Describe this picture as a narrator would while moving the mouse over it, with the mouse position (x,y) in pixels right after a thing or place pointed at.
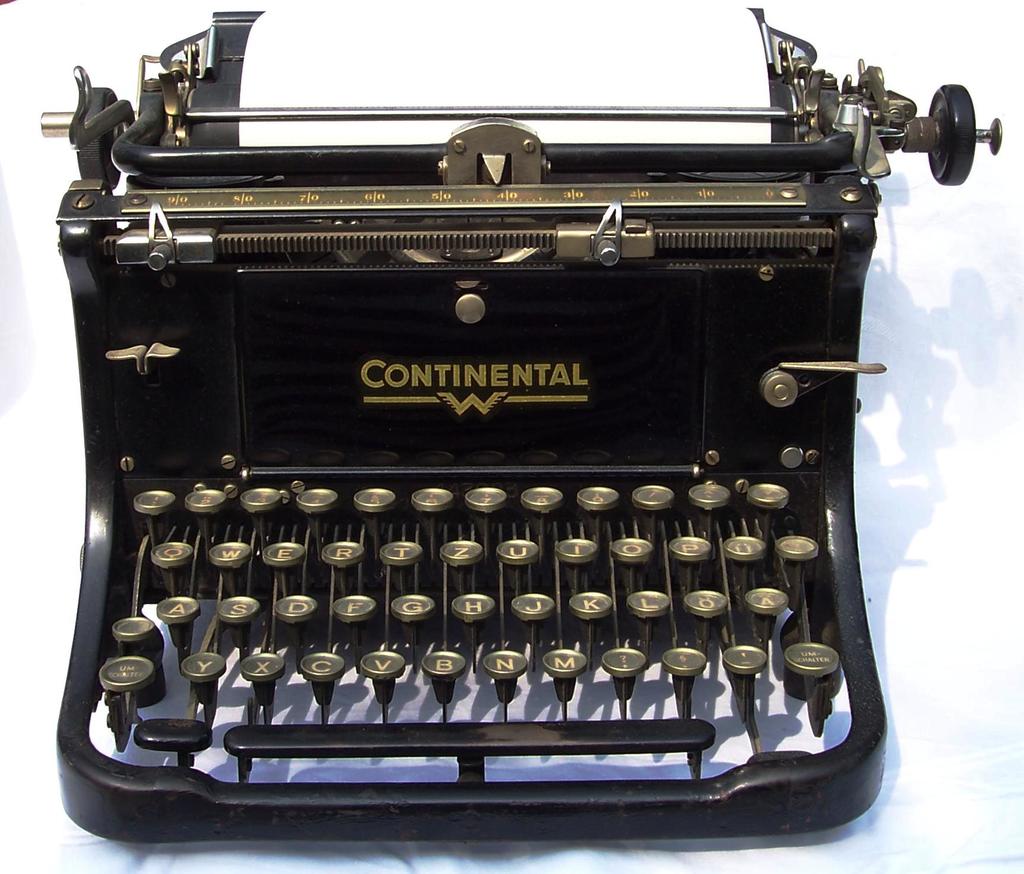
In this picture we can see old black typewriter (390,548) on which "Continental" is written. Behind there is a white background.
